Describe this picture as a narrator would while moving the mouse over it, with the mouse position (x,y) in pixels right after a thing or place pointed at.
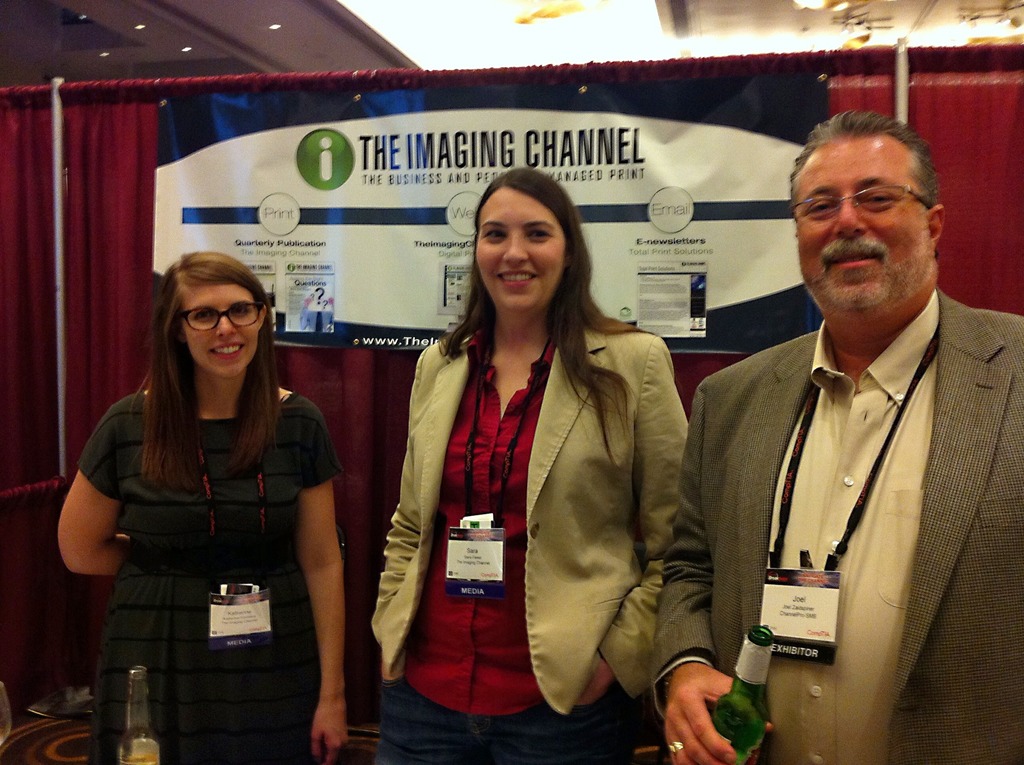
In this image we can see three persons (814,477) standing. One woman (229,488) is wearing spectacles (247,318). One person (826,552) is wearing coat (955,604) and holding a bottle (740,687) in his hand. In the foreground (140,739) we can see a bottle (133,726). In the background (775,204), we can see a poster (388,245) with some text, some lights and curtains (946,192).
